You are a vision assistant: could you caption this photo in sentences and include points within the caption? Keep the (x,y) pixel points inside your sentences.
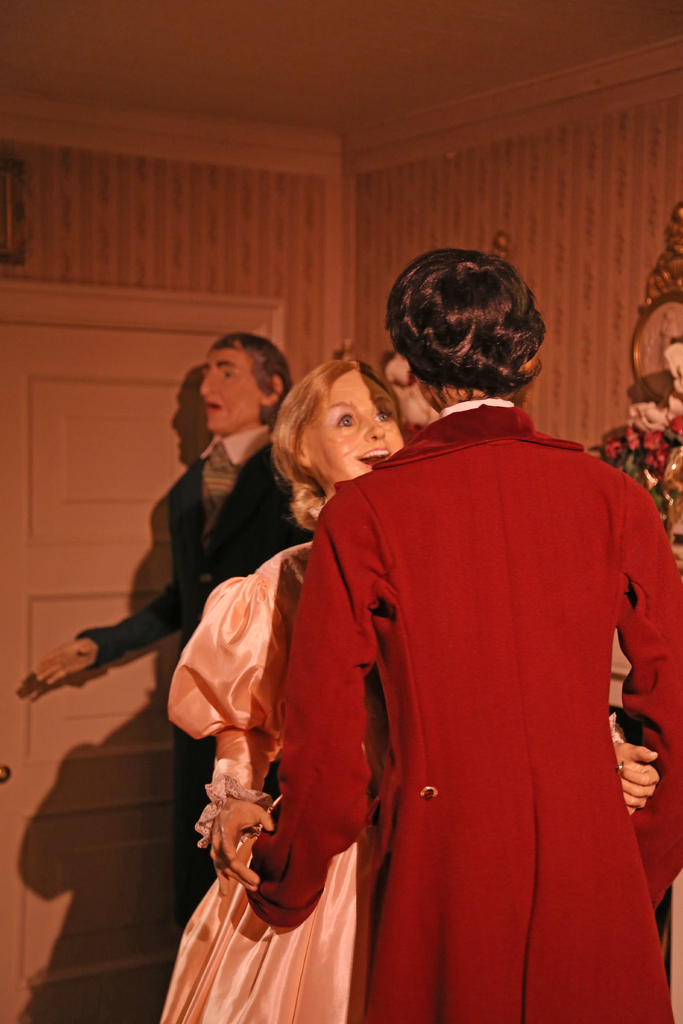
In this picture we can see the mannequins (386,661). In the background of the image (24,195) we can see the wall (585,270), door (108,441) and some other objects (638,347). At the top of the image (333,106) we can see the roof (474,74).
